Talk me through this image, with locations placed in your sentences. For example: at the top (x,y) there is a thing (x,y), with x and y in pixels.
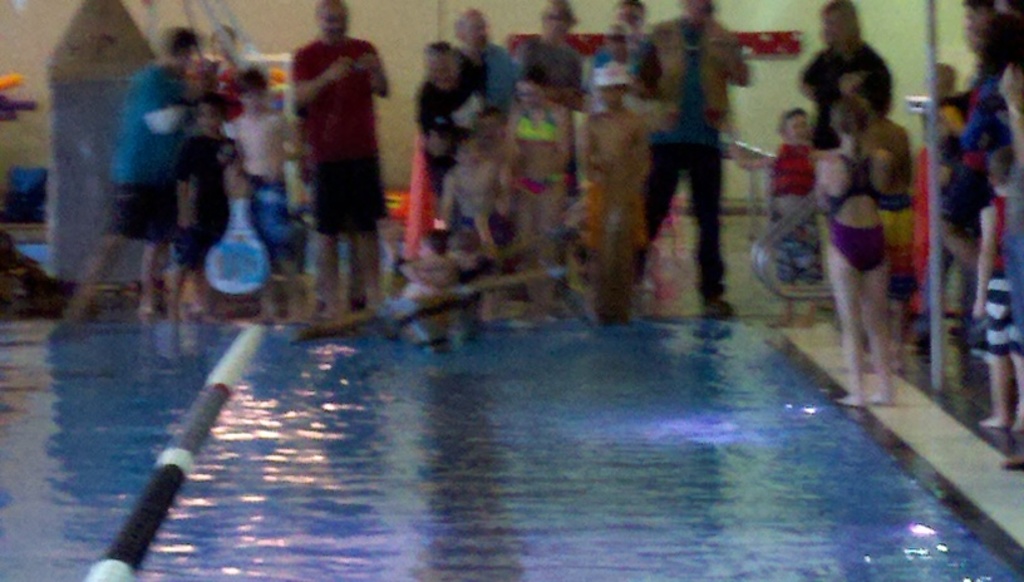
In this image there is a swimming pool (385,477) at the bottom (375,496). In the middle (505,213) there are so many people (453,181) who are standing beside the swimming pool (383,432) by wearing the swimming suits (1002,301).
